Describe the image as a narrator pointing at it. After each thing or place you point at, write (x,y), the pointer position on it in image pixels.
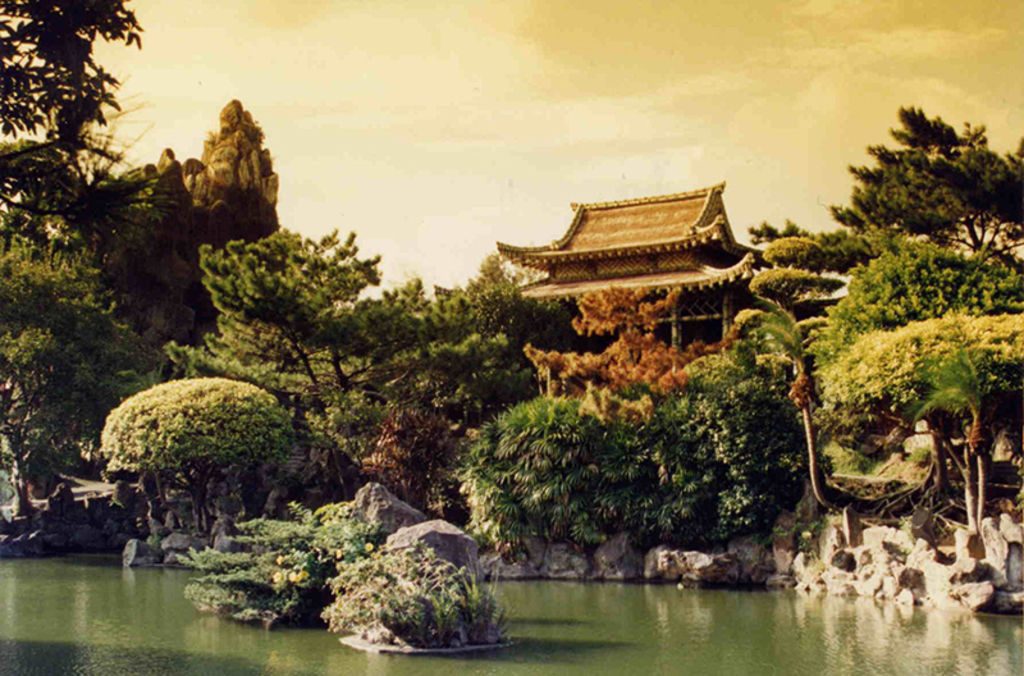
This is an image of the garden (149,557) where we can see there is a lake (941,675) and plants (769,273) beside that, also there is a shed (582,262).
